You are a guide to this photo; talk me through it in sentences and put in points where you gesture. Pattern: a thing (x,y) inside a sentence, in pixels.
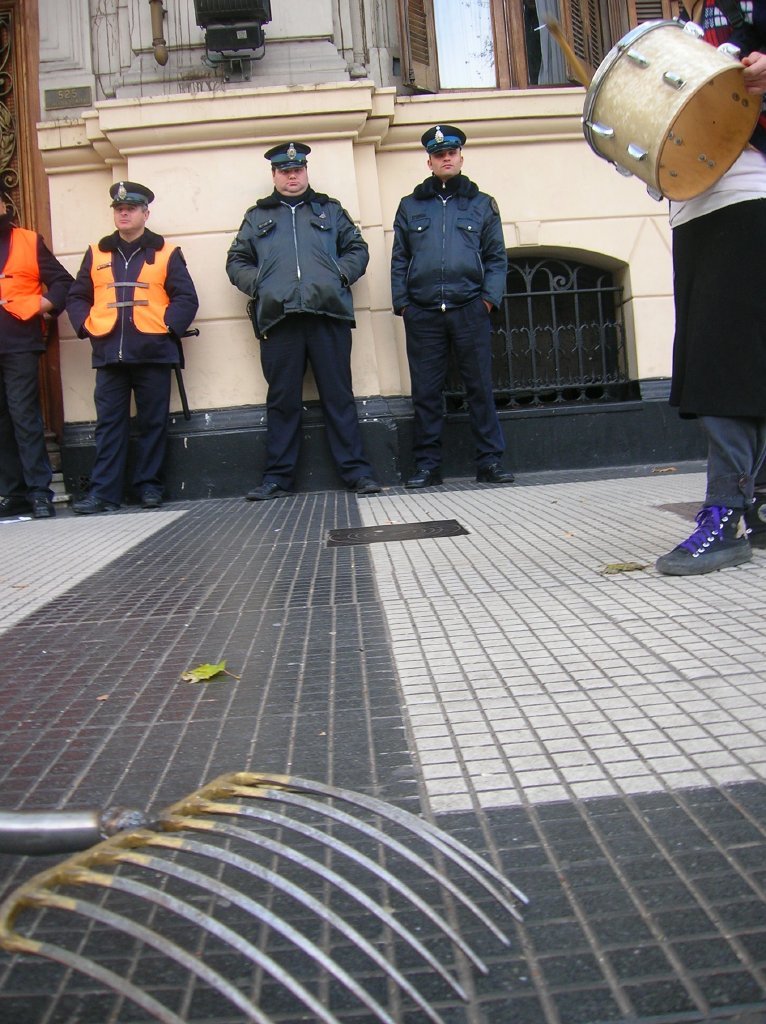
Here in this picture, in the front (361,857) we can see a rake (241,838) present on the ground (164,757) and on the right side (707,283) we can see a person (711,218) standing and playing drums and we can also see other people (8,281) in uniforms (159,467) with caps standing on the ground (216,497) and behind them we can see a building (364,172) present and we can also see windows (523,310) present.
